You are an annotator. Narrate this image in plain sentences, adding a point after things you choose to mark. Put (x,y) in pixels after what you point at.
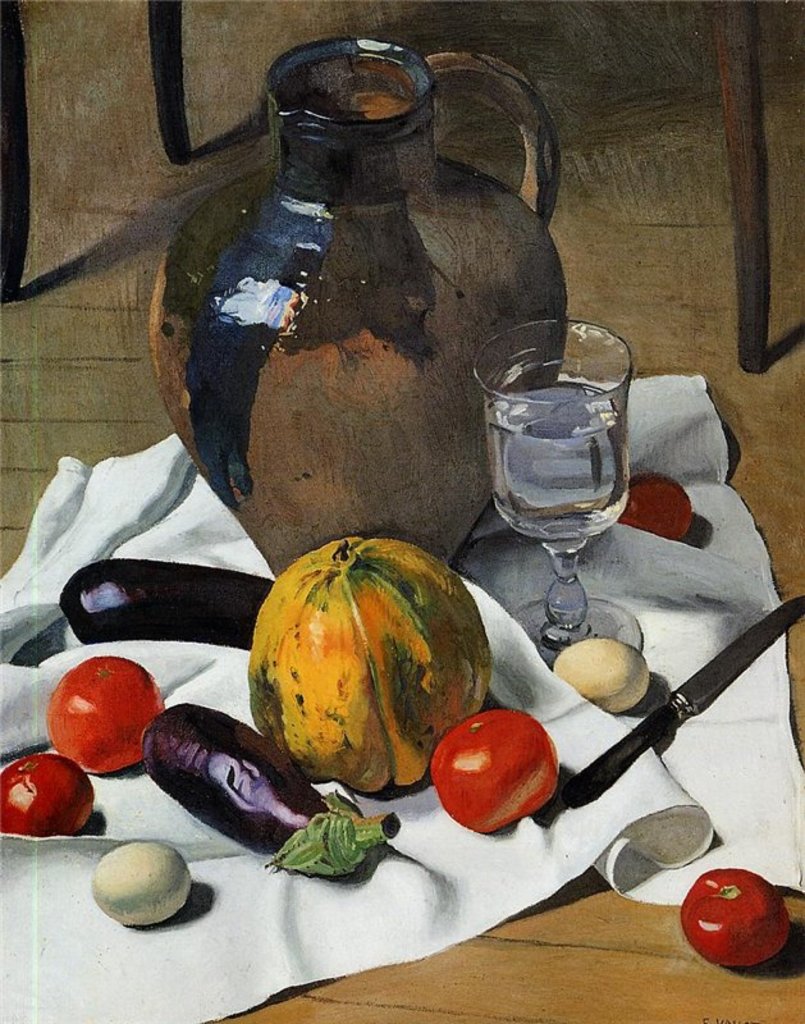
This is an oil painting. Here we can see pot (396,380), knife (611,763), cloth (749,791), glass (553,609) of water (617,456), vegetables (445,750) and eggs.
